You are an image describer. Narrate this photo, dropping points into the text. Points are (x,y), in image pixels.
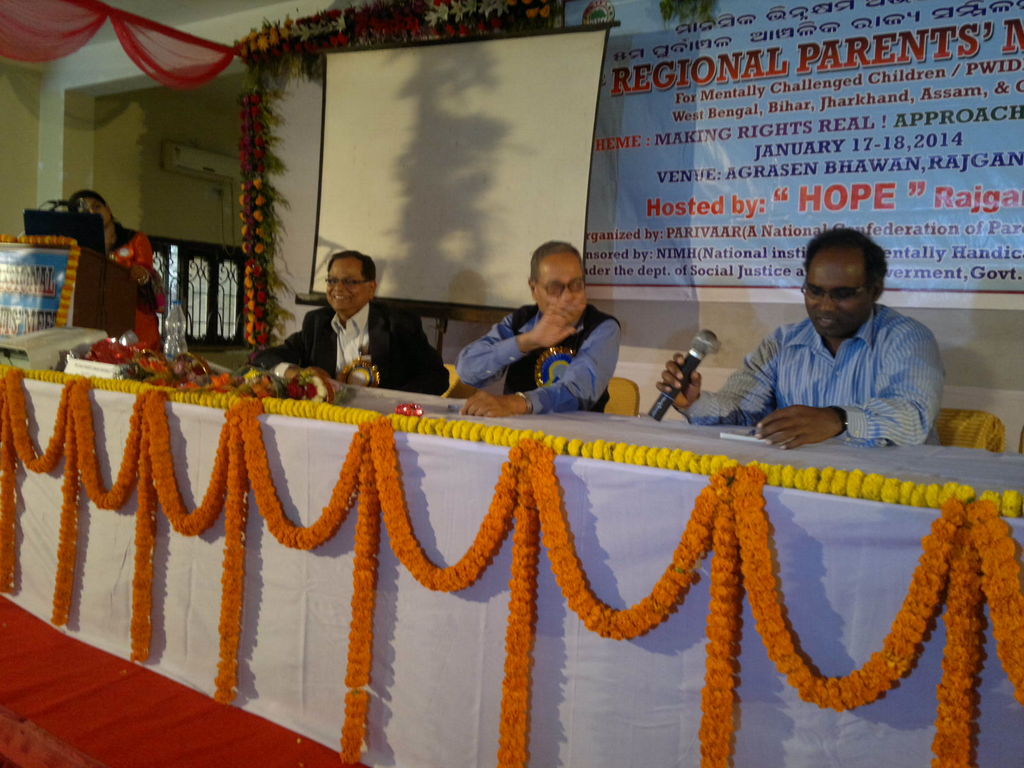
In this picture there is a person (864,351) sitting behind the table (839,503) and holding the microphone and there are two persons (402,321) sitting behind the table (555,468) and there is a person (131,255) standing behind the podium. There is a microphone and there is a device (95,224) on the podium (59,241). There are papers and there are bouquets (169,370) and there is a device (64,351) on the table (571,515) and the table (253,610) is covered with white color and the table (783,709) is decorated with flowers (469,557). At the back (474,302) there is a screen (492,268) and there is a banner (737,120) and there is a text (737,120) on the banner (686,177) and there is a decoration (253,316) on the wall (239,21). At the back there is an air conditioner (217,149) and there is a window (204,255). At the bottom (176,695) there is a red carpet (145,720).
